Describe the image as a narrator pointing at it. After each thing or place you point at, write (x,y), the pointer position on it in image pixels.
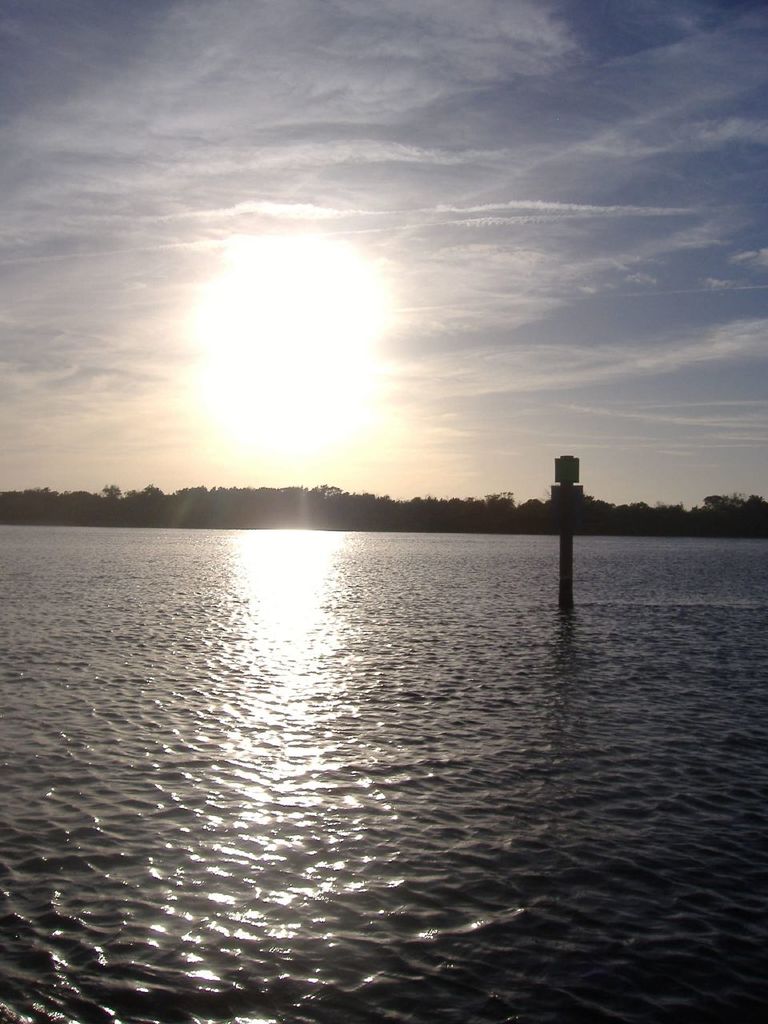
In this image there is a lake (728,707) with some pole (562,514) in the middle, beside that there are so many trees (716,520) and sun (290,395) in the sky (318,378).
